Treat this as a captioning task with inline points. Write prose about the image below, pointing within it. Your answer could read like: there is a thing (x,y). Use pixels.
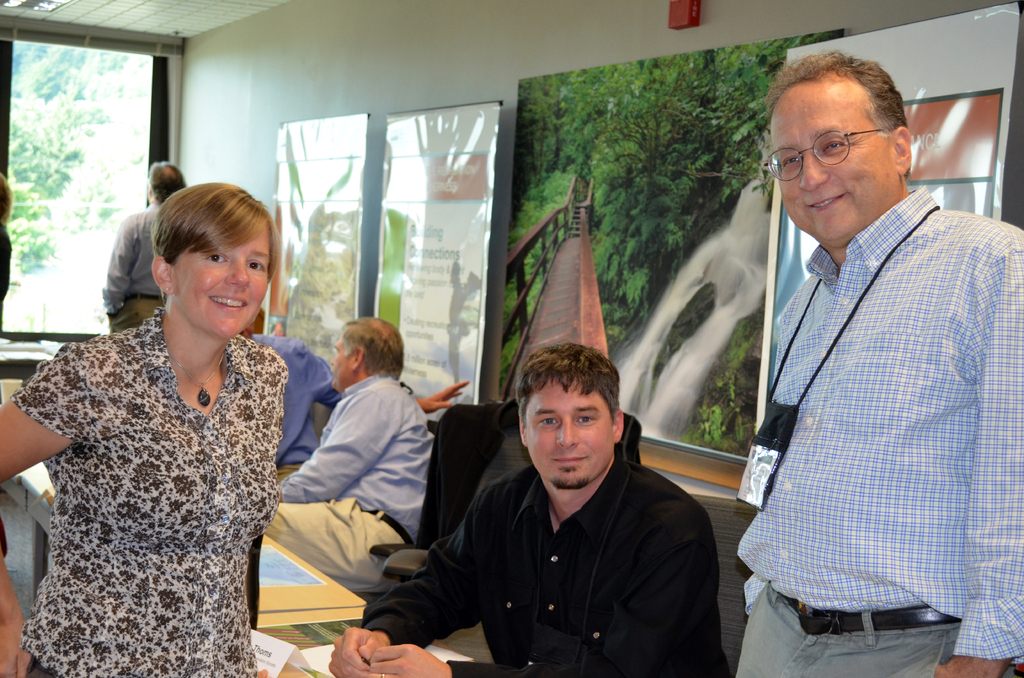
This image is taken indoors. In the background (493,165) there is a wall (363,38) with a few boards (455,173) and text (428,234) on them and there is a window (143,171). On the right side of the image (791,428) a man (791,428) is standing on the floor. On the left side of the image (126,622) a woman (183,361) is standing on the floor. In the middle of the image (374,393) there are three men (471,607) sitting on the chairs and there is a table (320,601).
